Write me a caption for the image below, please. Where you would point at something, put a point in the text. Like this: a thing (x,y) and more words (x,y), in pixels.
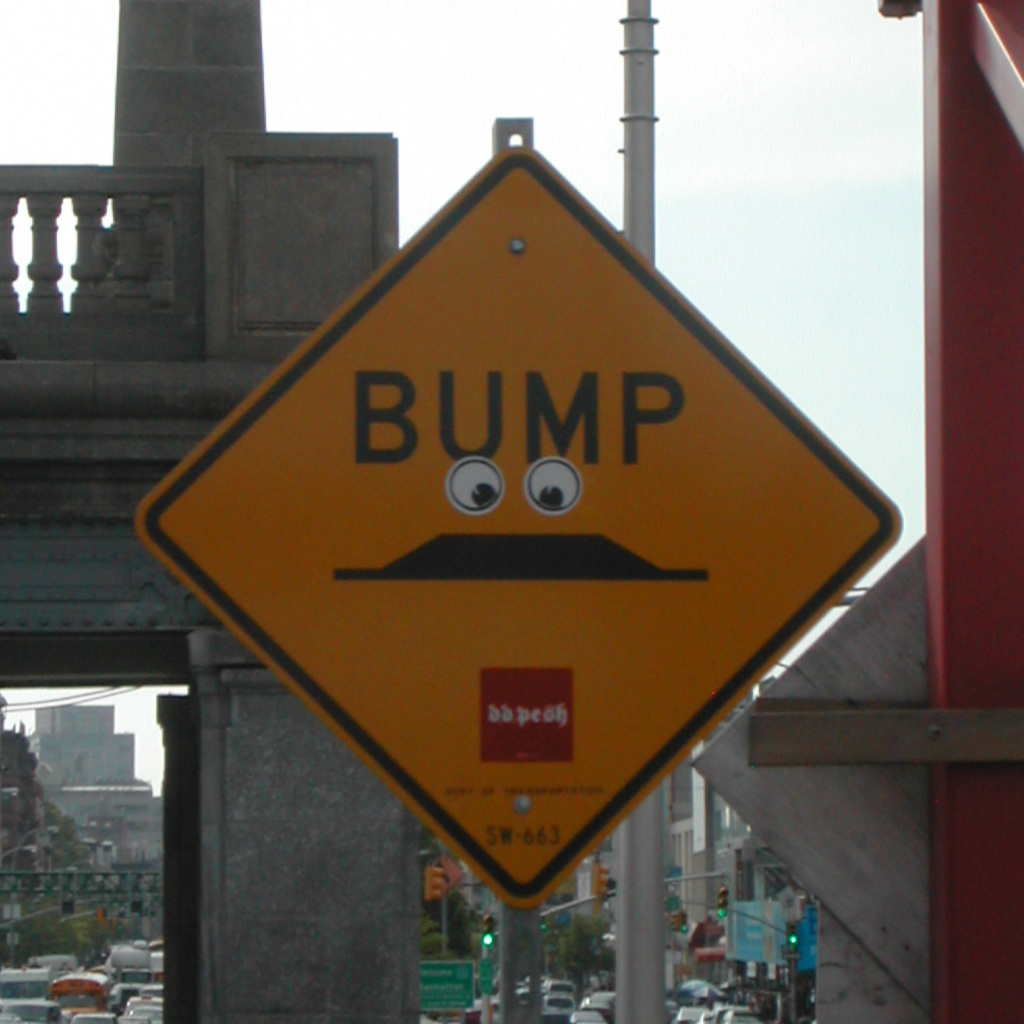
In the front of the image (783,453) there is a board (783,453). In the background of the image (892,653) there are boards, poles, signal lights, buildings (14,838), trees (63,830), light poles (8,850), vehicles (681,1009), sky (825,155), beam (940,644) and objects (76,888).
